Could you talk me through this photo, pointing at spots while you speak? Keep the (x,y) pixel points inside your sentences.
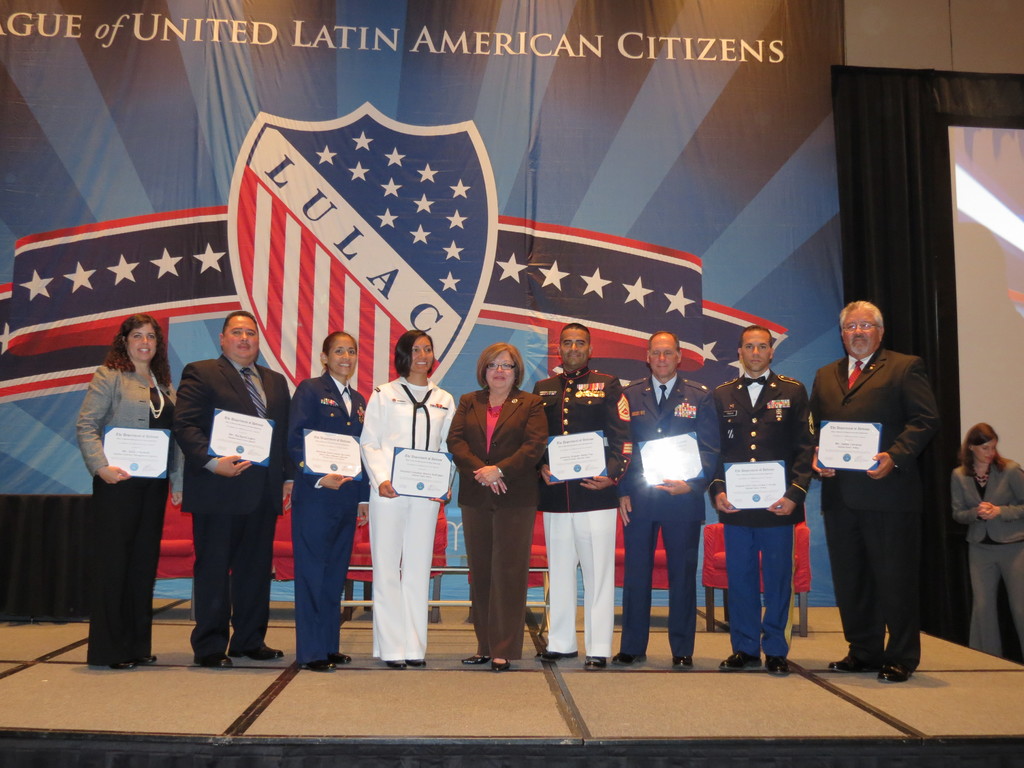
There are persons (741,381) in different color dresses (846,390), smiling and standing on a stage (600,704). Some of them are holding certificates (751,489). In the background (983,26), there are red color chairs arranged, there is a person (1004,525) standing, there is a banner (526,185) and there is wall (888,30).
